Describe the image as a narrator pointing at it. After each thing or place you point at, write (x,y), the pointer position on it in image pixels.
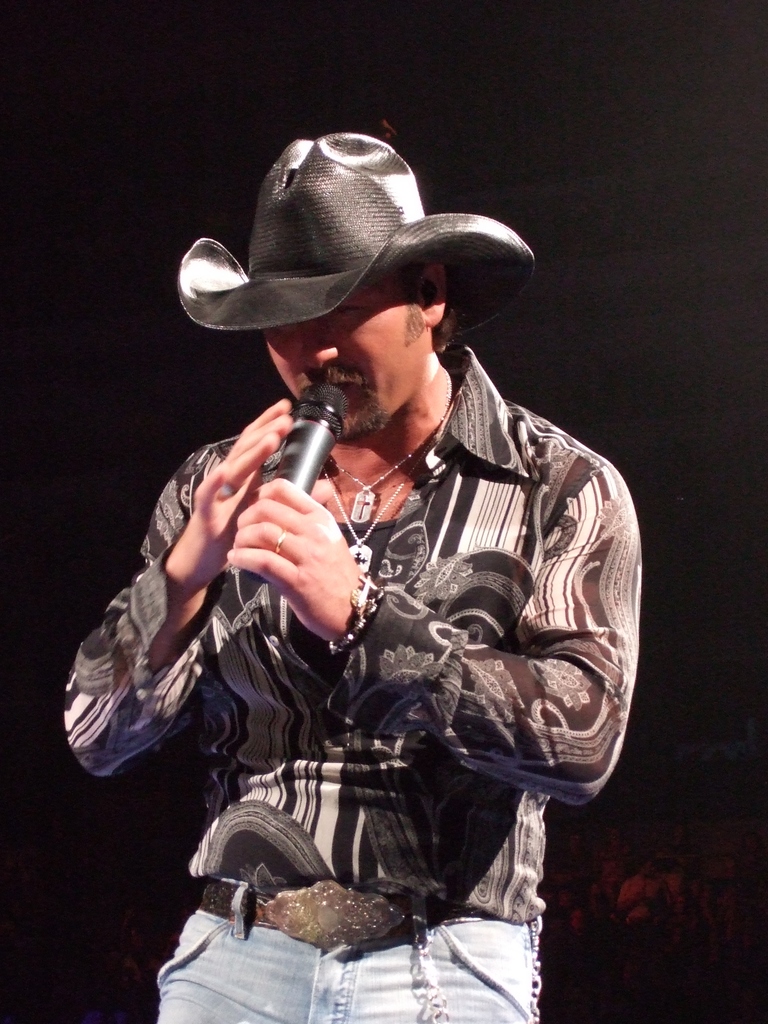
Here we can see a man (361,166) standing and holding a microphone (287,445) in his hands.
